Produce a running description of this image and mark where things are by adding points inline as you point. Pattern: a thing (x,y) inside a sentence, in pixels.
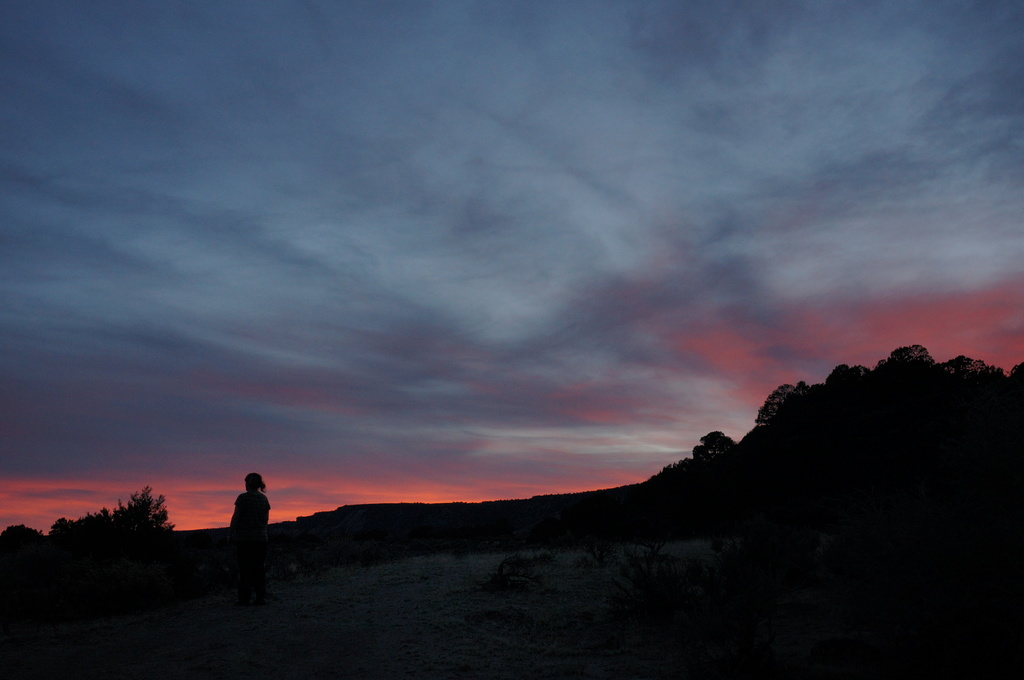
In this image we can see a person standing on the ground (466,574), there are some trees (100,558) and also we can see the sky (470,310) with clouds (442,323).
